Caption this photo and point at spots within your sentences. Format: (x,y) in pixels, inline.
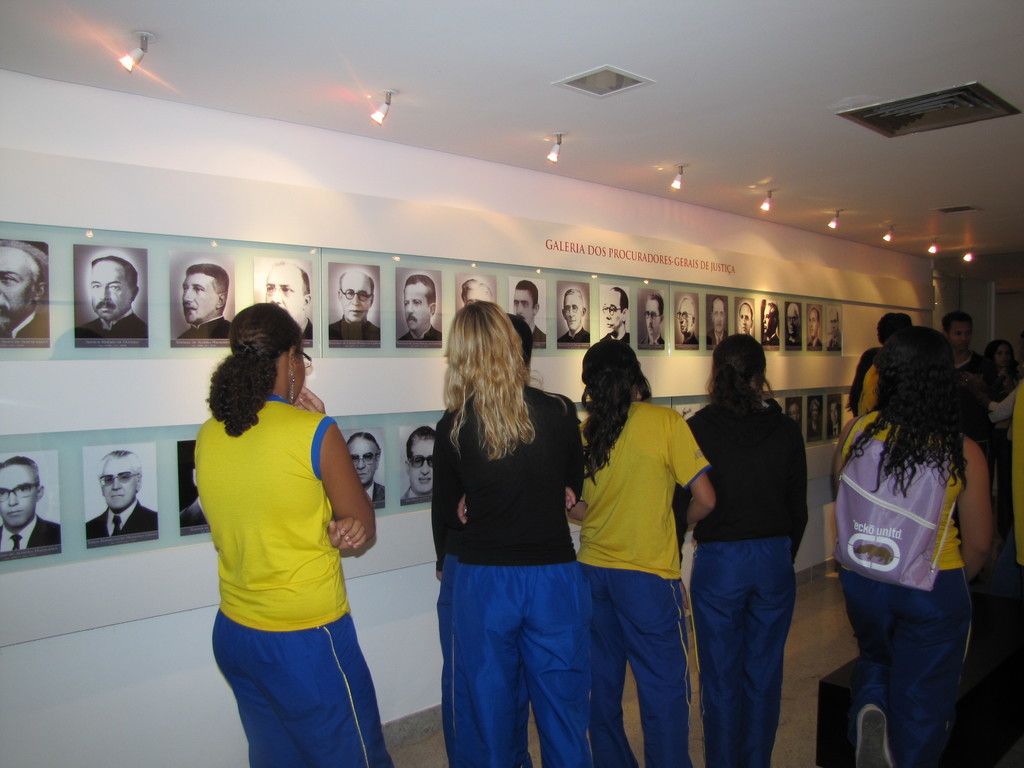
In this image we can see people (624,537) standing and there are pictures (103,528) of people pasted on the wall (419,670). At the top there are lights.
